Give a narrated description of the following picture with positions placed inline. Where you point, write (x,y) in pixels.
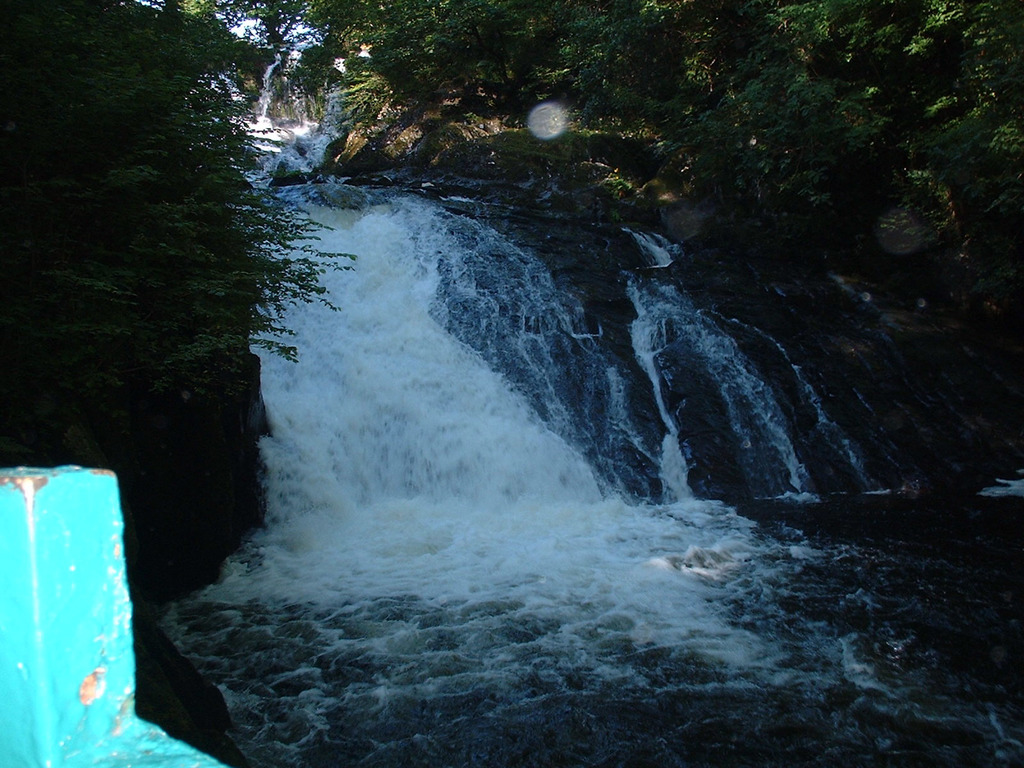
In this image we can see water (589,614), trees (178,154) and blue metal object (91,519).
